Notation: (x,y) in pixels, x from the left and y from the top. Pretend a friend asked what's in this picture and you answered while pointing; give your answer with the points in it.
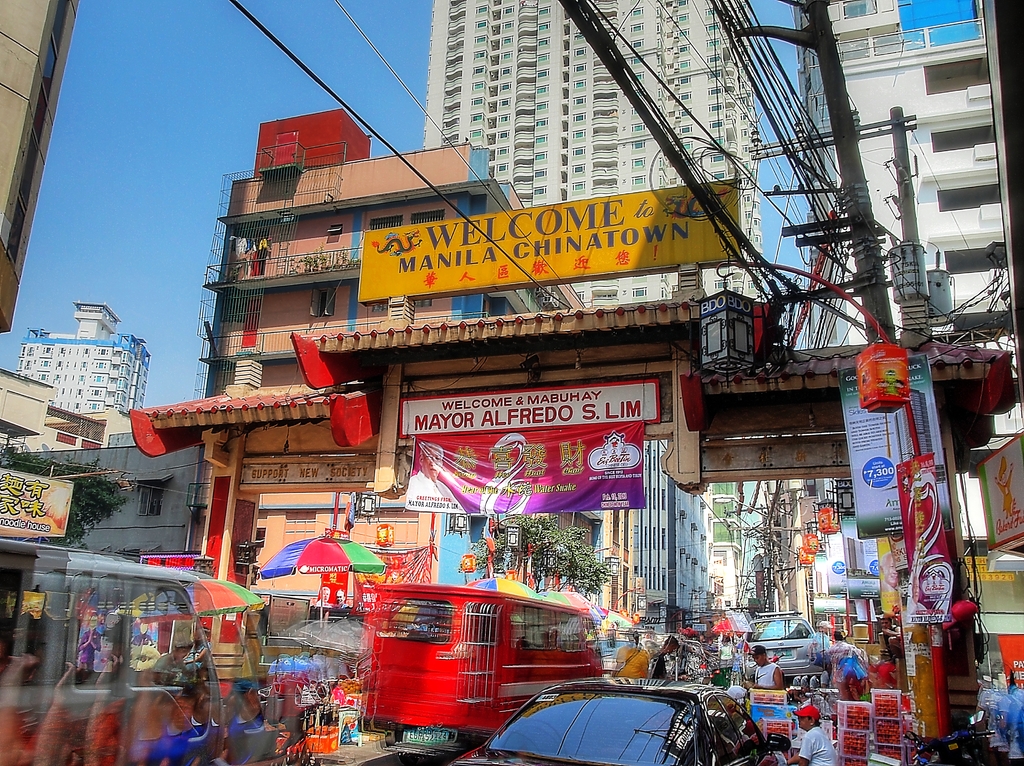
This image is taken outside, where we can see vehicles (382,698) moving on the road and many objects (913,694) like boxes (880,714), poles (911,710), lights (894,400), banners (884,479), buildings (668,518), name board (522,246) on the top of the building (457,327), cables (643,119), apartments (582,90), and the sky (191,105) are seen in it.
